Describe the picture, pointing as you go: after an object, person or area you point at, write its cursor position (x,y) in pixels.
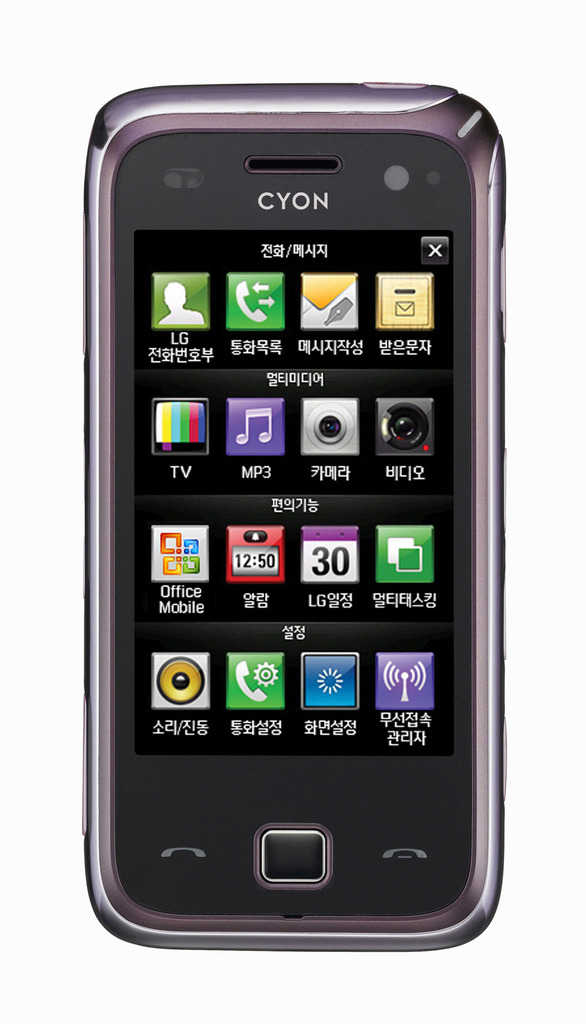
In this picture there is a cell phone (311,278) in the center of the image (389,427).
